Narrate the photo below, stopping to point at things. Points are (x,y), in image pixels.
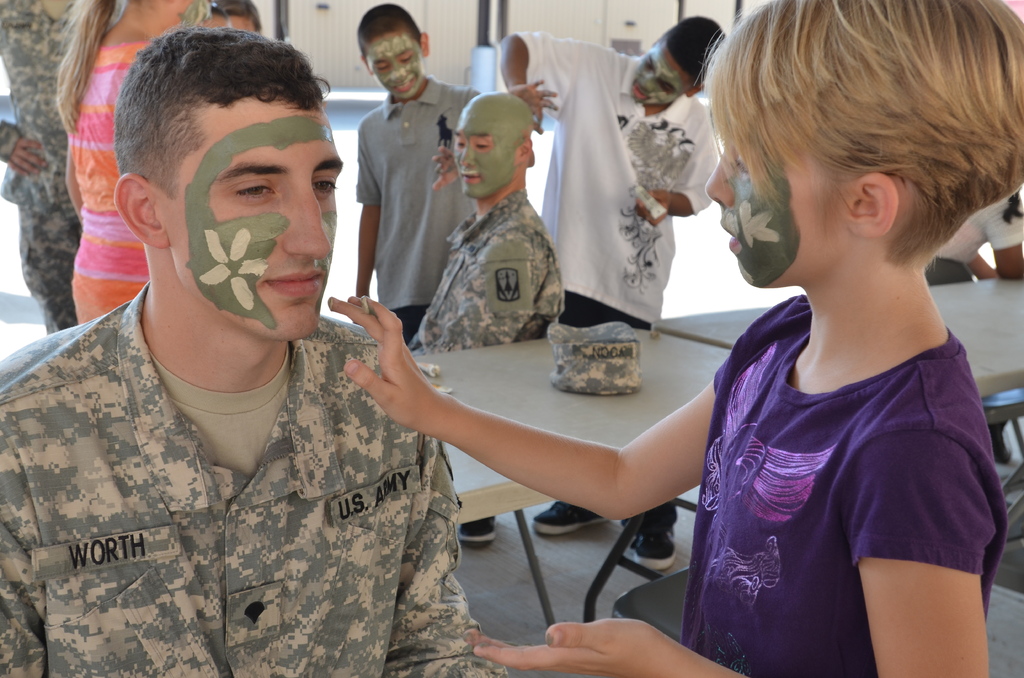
In this image, there are a few people (730,391). We can see some tables (477,467). Among them, we can see a table (547,616) with some objects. We can also see the ground (365,103) and the wall (538,13). We can also see a pole (487,6).
